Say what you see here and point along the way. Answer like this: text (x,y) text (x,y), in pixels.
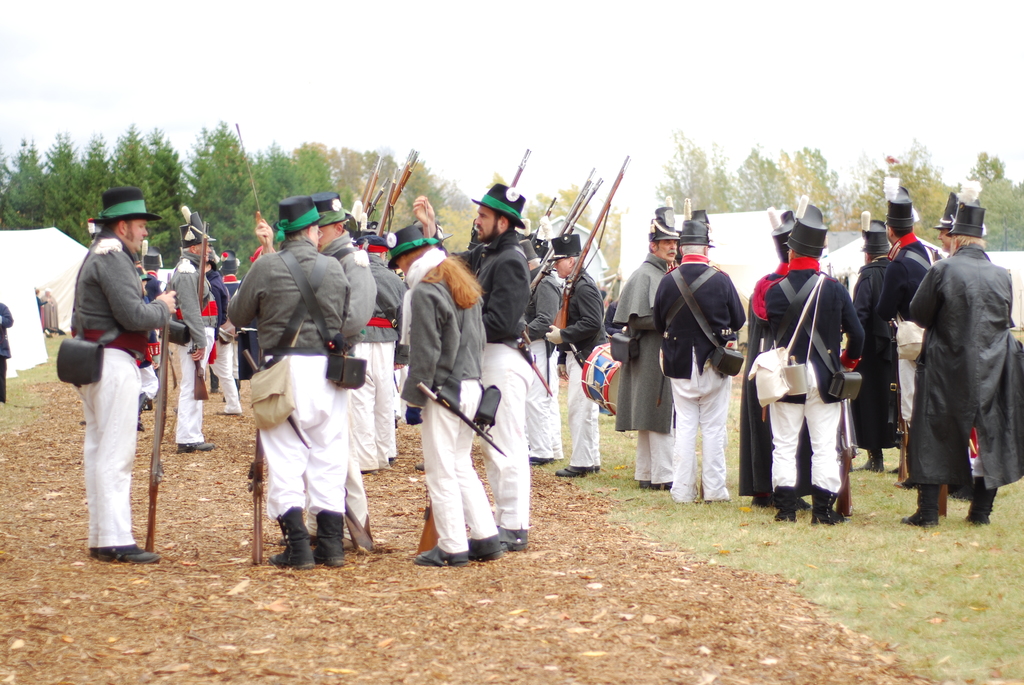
In this image I can see group of people (751,464) standing together who are wearing bags (488,421) and holding some objects (257,550), beside them there are some tents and trees (235,216).
